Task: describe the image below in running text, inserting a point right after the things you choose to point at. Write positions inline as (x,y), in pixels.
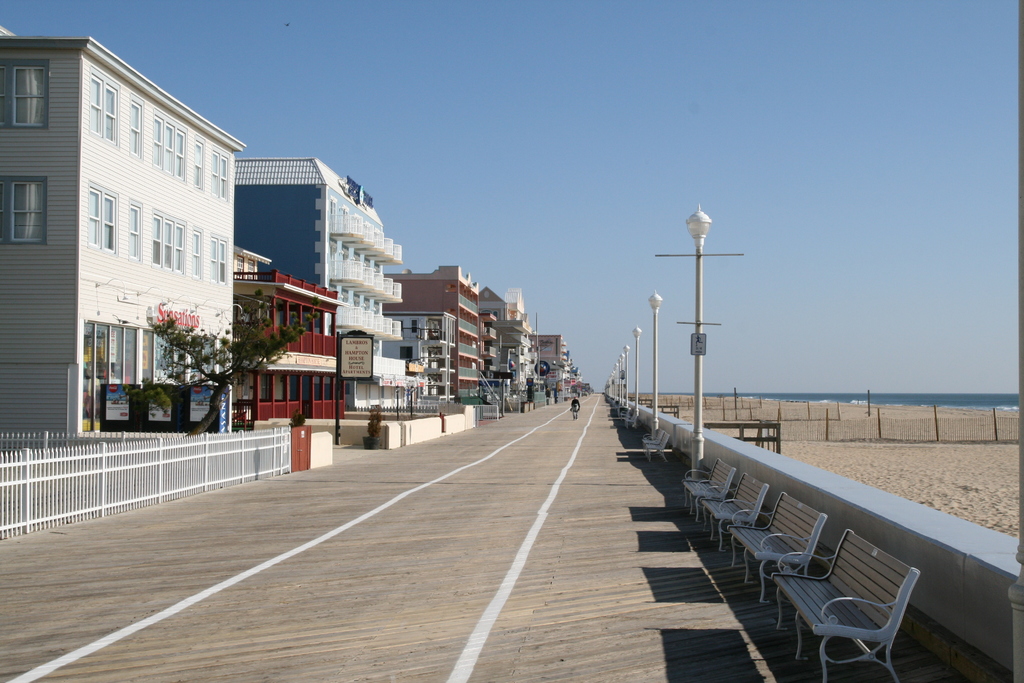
In this image I can see number of benches (870,556), street lights (626,398), a tree (237,322), number of buildings (261,284), windows (43,216), few boards (371,368), the sky (570,132), shadows (647,428) and here I can see white lines (461,672) on this road (534,487). I can also see a beach (880,460) and water (811,400).
